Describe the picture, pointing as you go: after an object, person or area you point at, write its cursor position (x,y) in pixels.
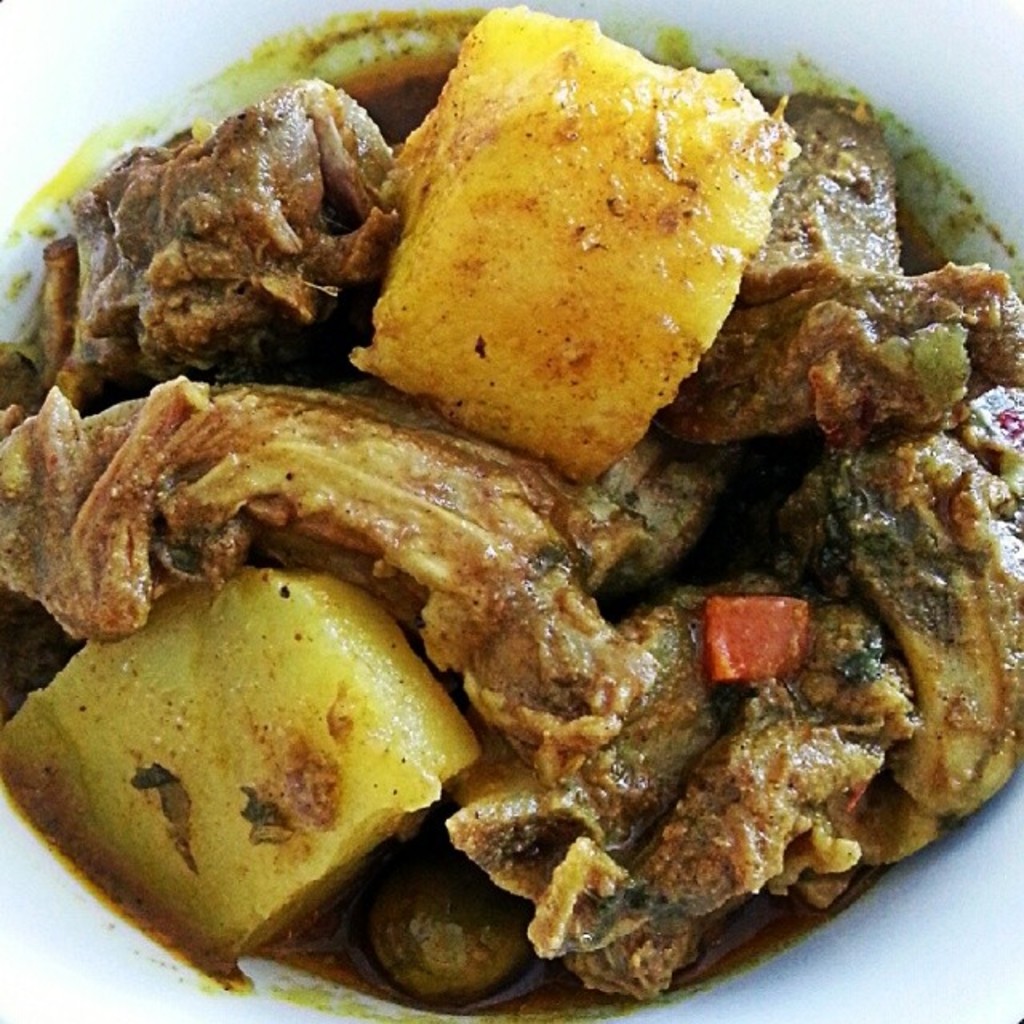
In this picture we can see food (643,404).
